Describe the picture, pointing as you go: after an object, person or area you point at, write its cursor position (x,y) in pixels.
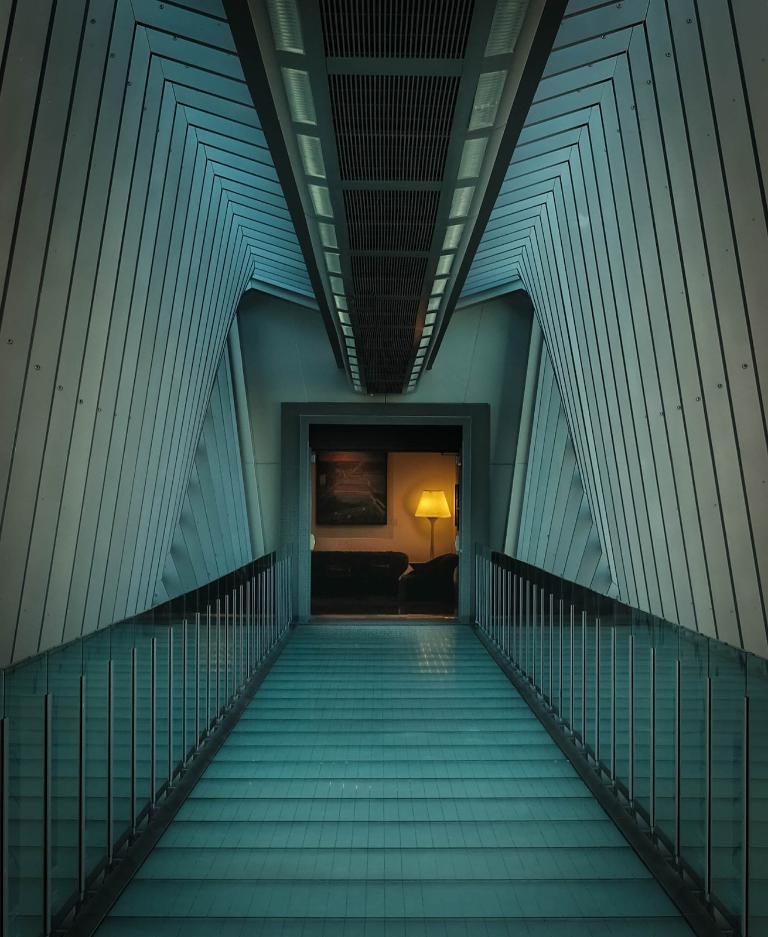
In this image we can see the architecture of the room (411,527). And we can see one door (356,531) and painting (354,493) hanging on the wall (384,546). And bottom we can see some objects (431,574) and right side lights (435,503) are seen.
